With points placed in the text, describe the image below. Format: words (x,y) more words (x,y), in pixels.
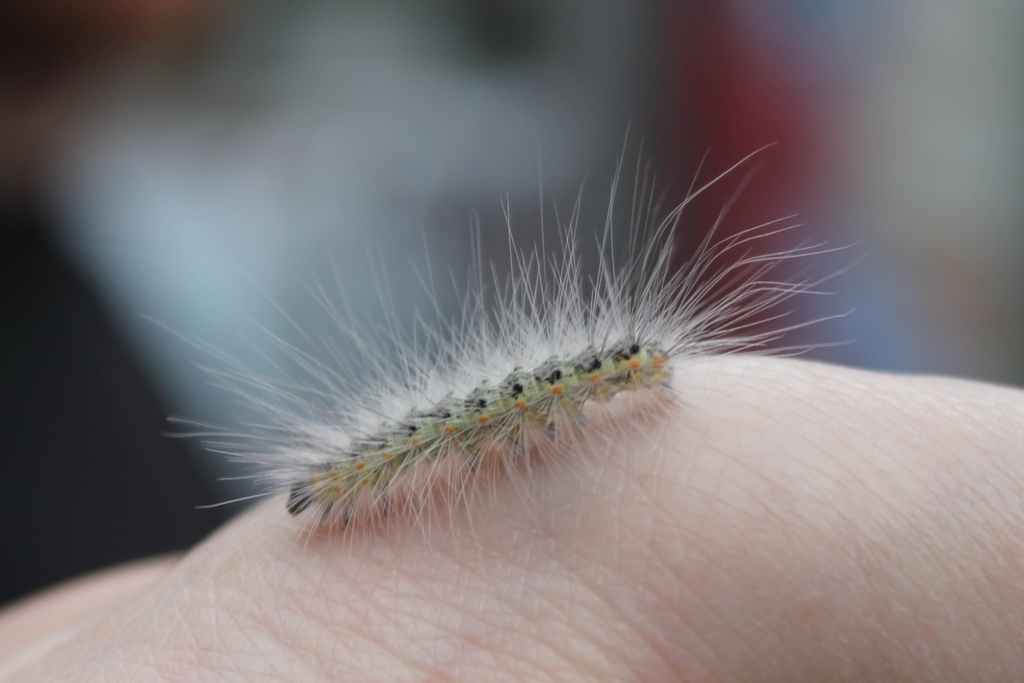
This is a zoomed in picture. In the foreground (804,554) there is an insect (429,430) on the body (832,486) of a person (681,588). The background of the image (19,274) is blurry.
